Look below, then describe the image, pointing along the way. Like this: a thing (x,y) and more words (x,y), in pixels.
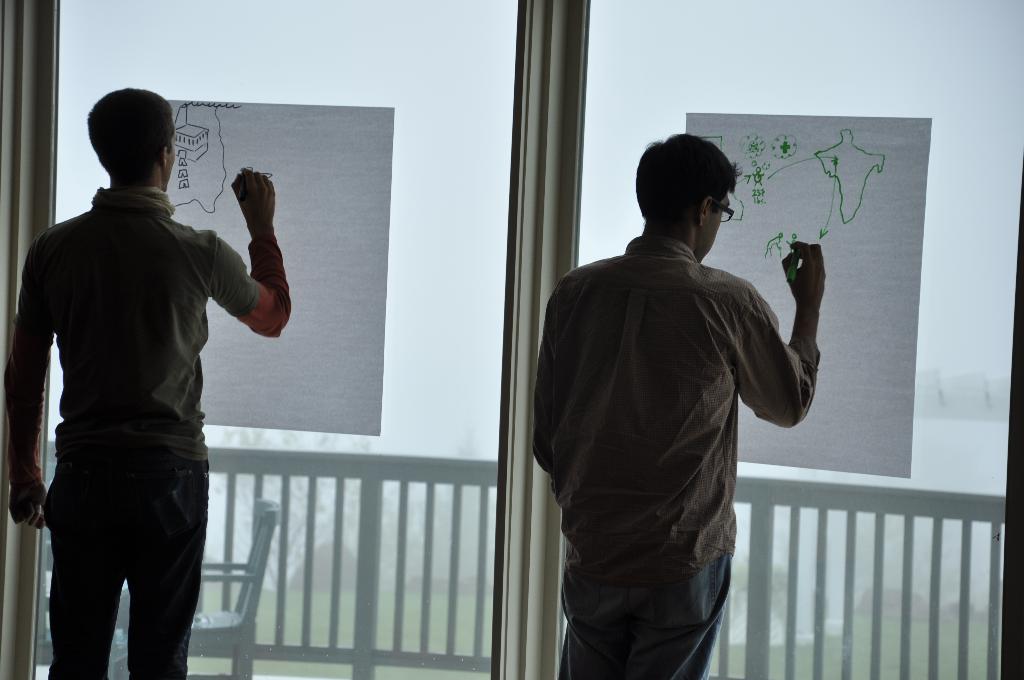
In this image I can see two men (19,405) are standing and I can see both of them are holding markers (800,261). I can also see few papers (375,124) and on these papers (184,114) I can see few drawings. In the background (253,571) I can see a grey colour chair (243,595).
